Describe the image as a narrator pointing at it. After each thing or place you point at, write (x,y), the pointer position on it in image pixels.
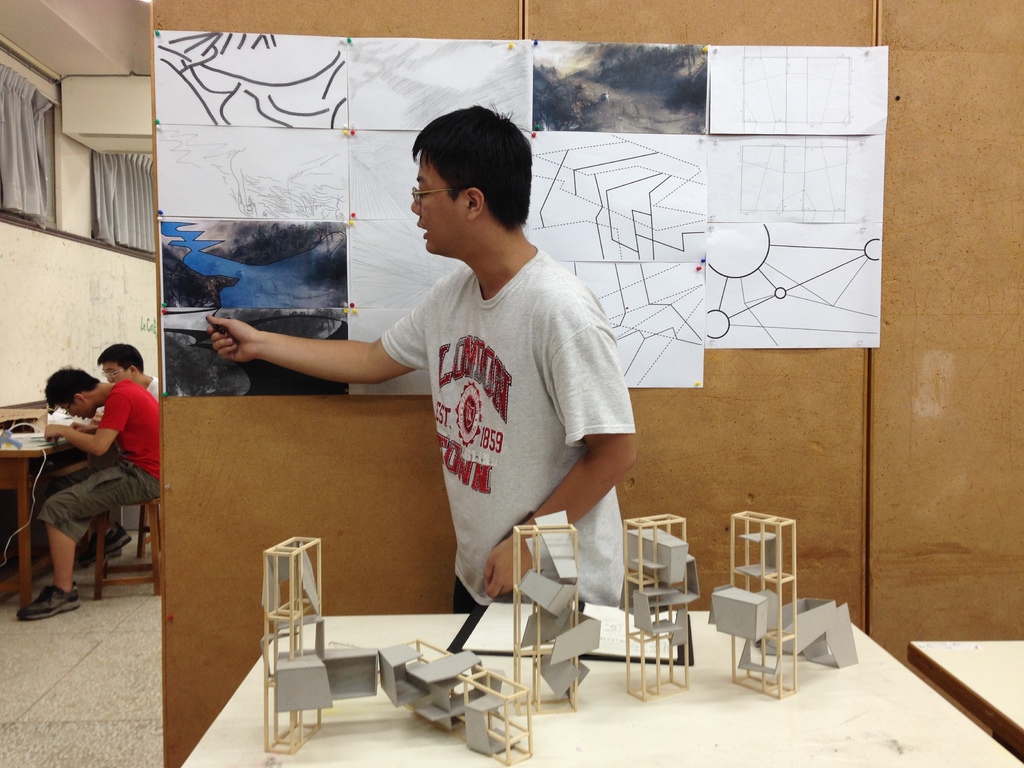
As we can see in the image, there is a wall (30,291), window (50,179), curtains (11,162), three people (334,368) and in the front (588,727) there is a table (740,754).
